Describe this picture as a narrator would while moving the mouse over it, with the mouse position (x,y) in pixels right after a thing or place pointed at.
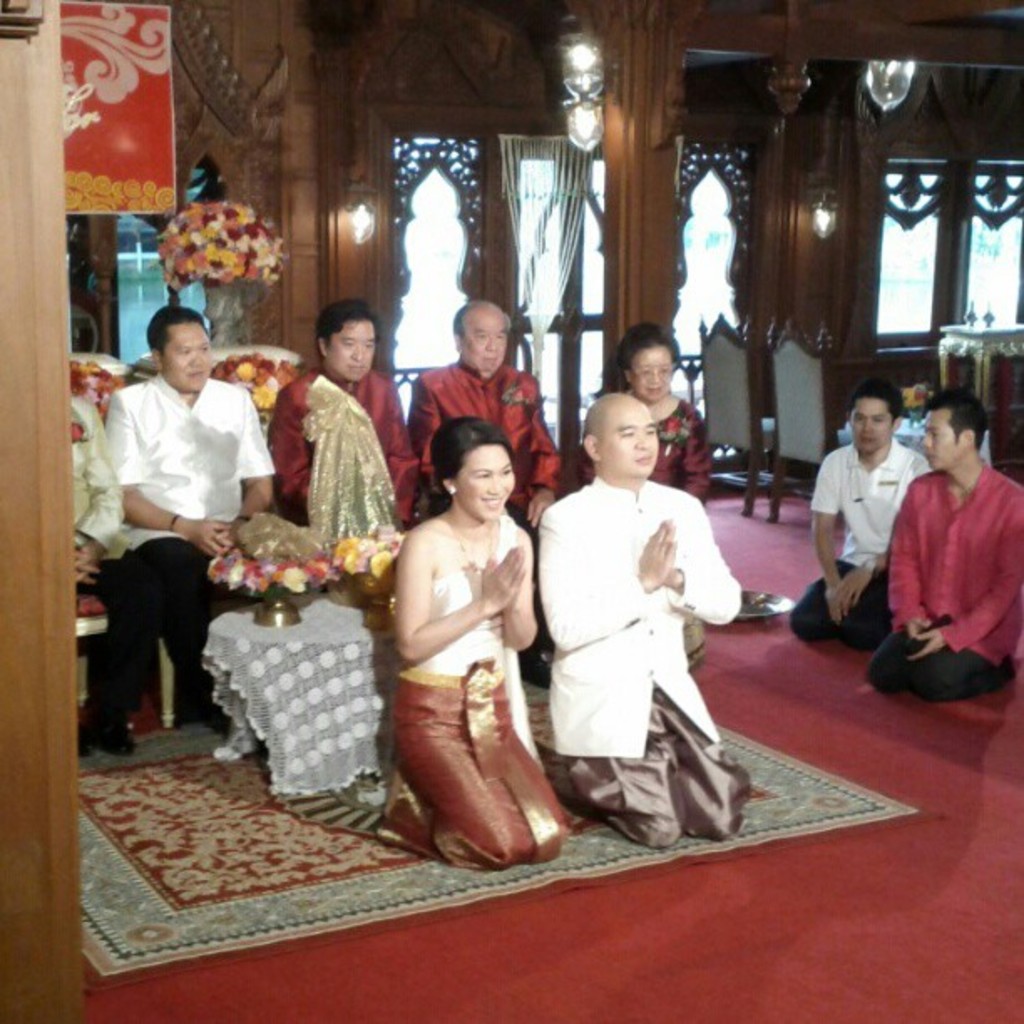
In this image there are group of persons (560,545) sitting, there are chairs (744,402), there is a chair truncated towards the left of the image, there is a table (364,686), there is a cloth (348,706) on the table (300,719), there are objects (220,564) on the cloth (335,602), there is a mat (795,821) on the floor (731,912), there are objects (756,594) on the floor (552,892), there is an object (963,355) truncated towards the right of the image (980,362), there is an object (40,355) truncated towards the left of the image (20,487), there are lights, there is the door (552,415), there are curtains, there are windows (933,251), there is a flower pot (250,322), there are flowers (229,260), there is a board (132,97), there is a wall (278,47) truncated towards the top of the image (500,87).
